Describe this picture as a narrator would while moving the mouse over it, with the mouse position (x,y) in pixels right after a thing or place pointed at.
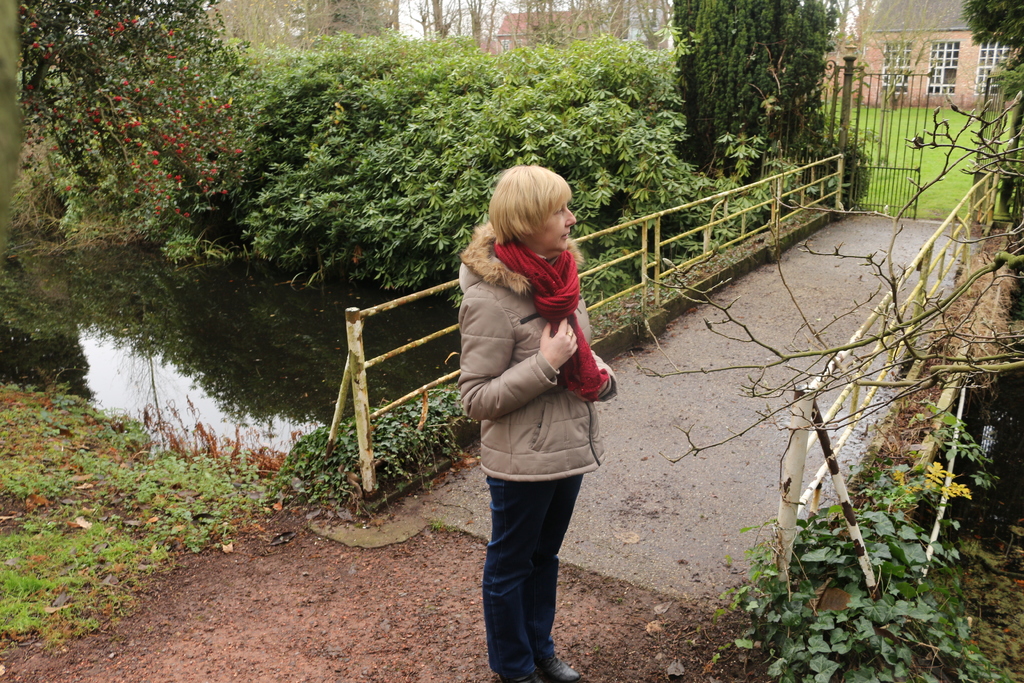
In the center of the image (538,447) we can see a person (527,333) standing. On the left (272,447) there is a canal (218,336) and we can see a bridge (811,384). In the background (907,167) there is a gate (911,169) and we can see buildings (954,48) and trees (703,18).
